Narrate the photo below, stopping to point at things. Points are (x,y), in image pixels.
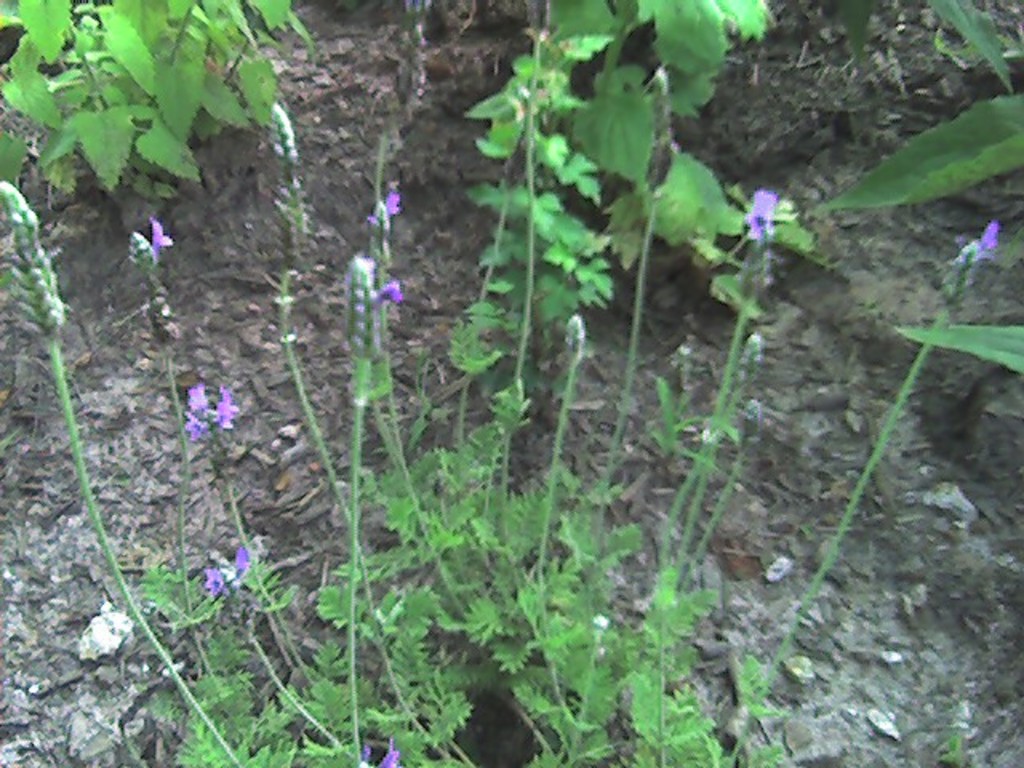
In this image in the middle (584,294) there are plants (634,331), flowers (749,244), buds (581,333), leaves (412,514) and stems (390,426). At the top (596,82) there are plants (1022,107). In the background (898,273) there is land (964,559).
